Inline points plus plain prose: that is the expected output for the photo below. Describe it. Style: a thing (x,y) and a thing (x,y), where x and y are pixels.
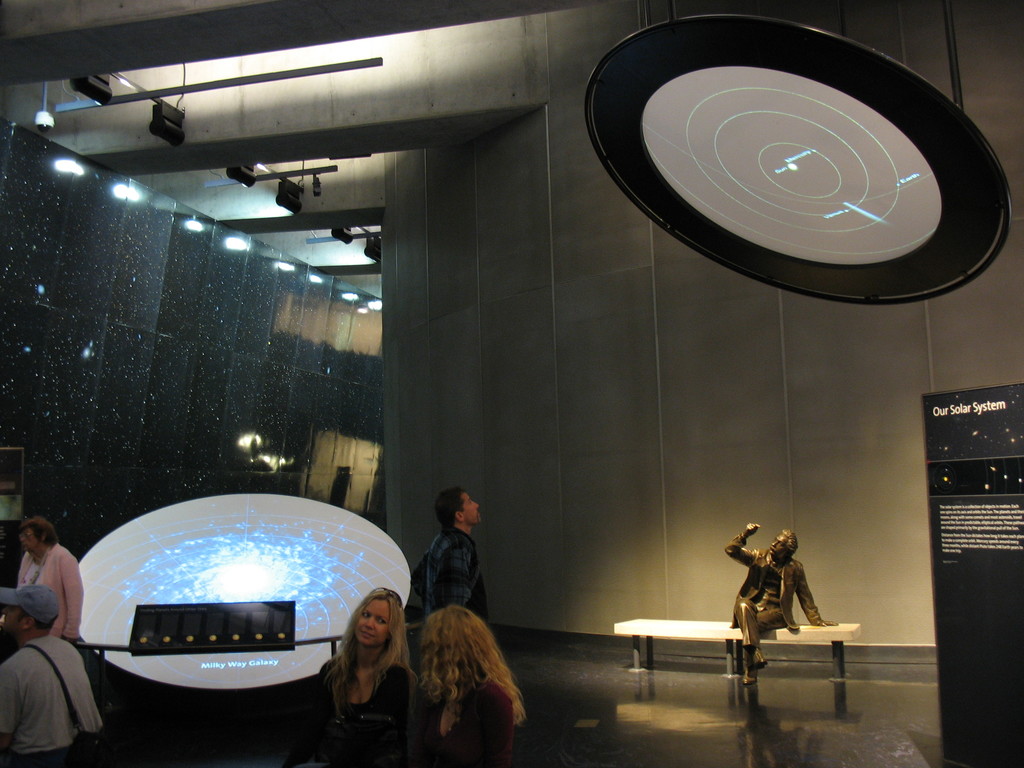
In this image at the bottom (388,612) there are some people (77,568) who are standing, and in the center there is one statue (750,609). In the background (214,285) there is a wall (557,300) and one board (720,187) and on the right side (953,515) there is one panel (965,497). At the top of the image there are some lights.
